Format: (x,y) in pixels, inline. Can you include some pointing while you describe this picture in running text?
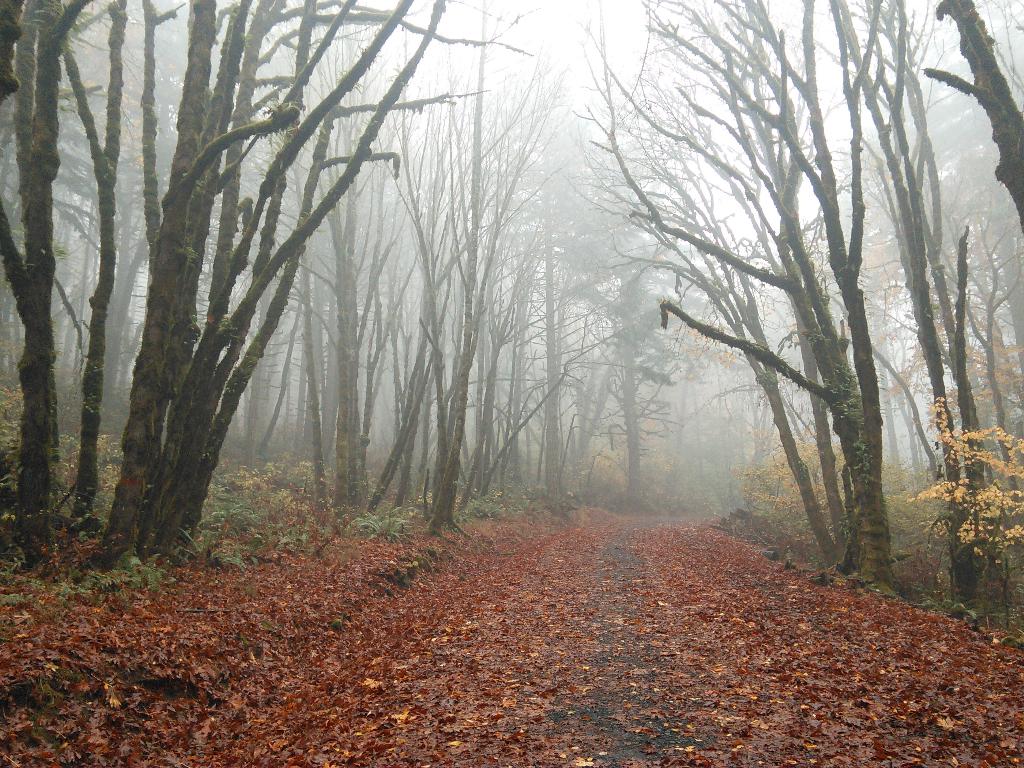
In the center of the image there is a road (463,570) with dried leaves (487,668) on it. To the both sides of the image there are dried trees (32,152).
